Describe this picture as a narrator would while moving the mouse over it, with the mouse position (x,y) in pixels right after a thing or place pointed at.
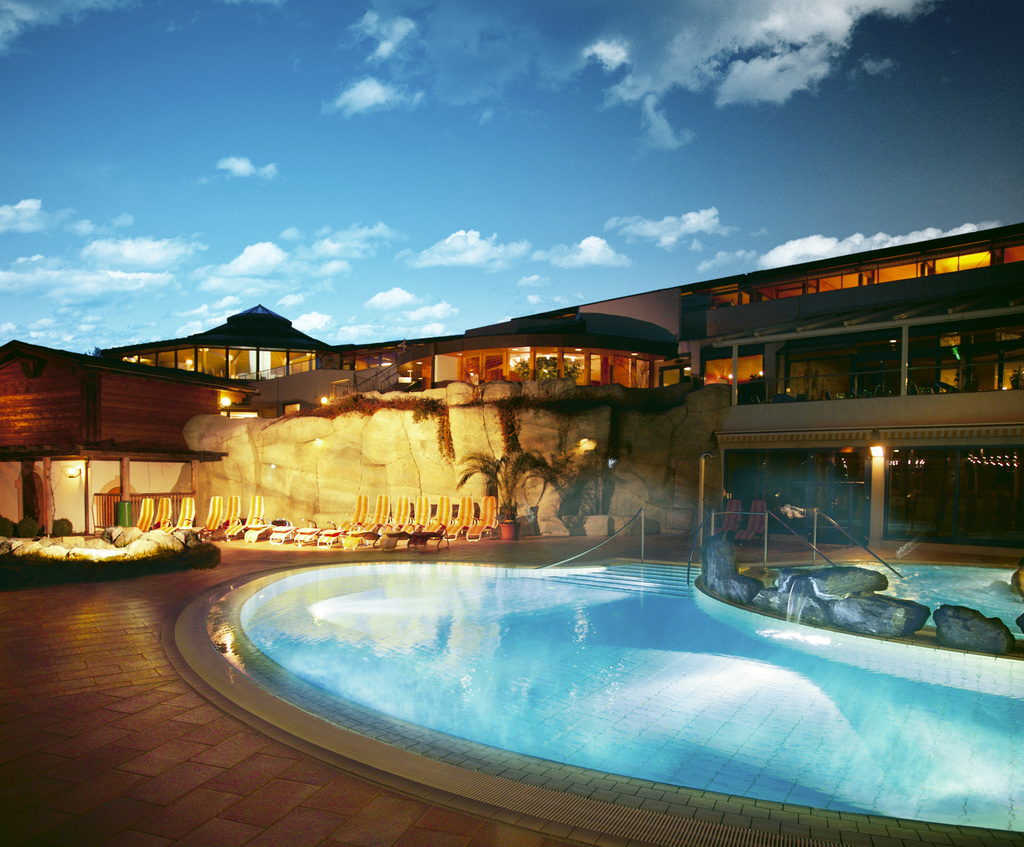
In this image in front (909,709) there is a swimming pool (741,712). There are rocks (883,619). At the bottom of the image (256,786) there is a floor (496,534). On the left side of the image (230,525) there are chairs (355,526). There are plants (529,376). In the background of the image (105,403) there are buildings (960,361), lights (954,350) and sky (707,152).
